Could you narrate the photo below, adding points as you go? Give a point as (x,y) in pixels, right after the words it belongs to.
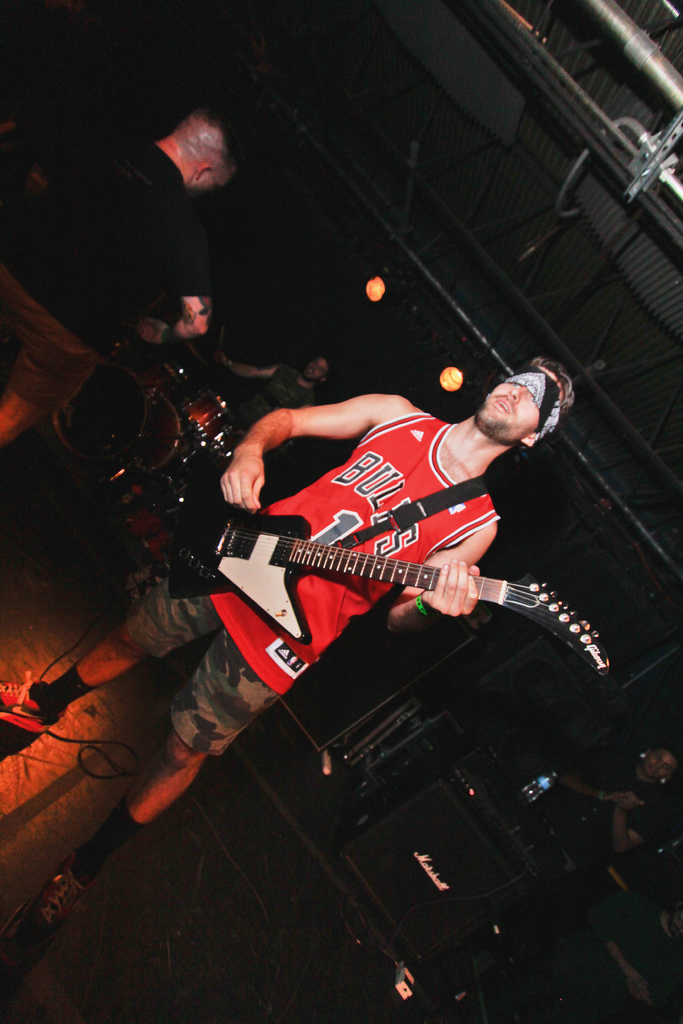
There is a person (250,497) holding a guitar (235,579) and playing. And he is having a headband (534,385). In the back (249,368) a person (264,368) is playing drums (112,409). On the left side (73,330) there is another person (91,268). In the back (611,794) there are some instruments (419,718) and some people (632,794) are standing.
